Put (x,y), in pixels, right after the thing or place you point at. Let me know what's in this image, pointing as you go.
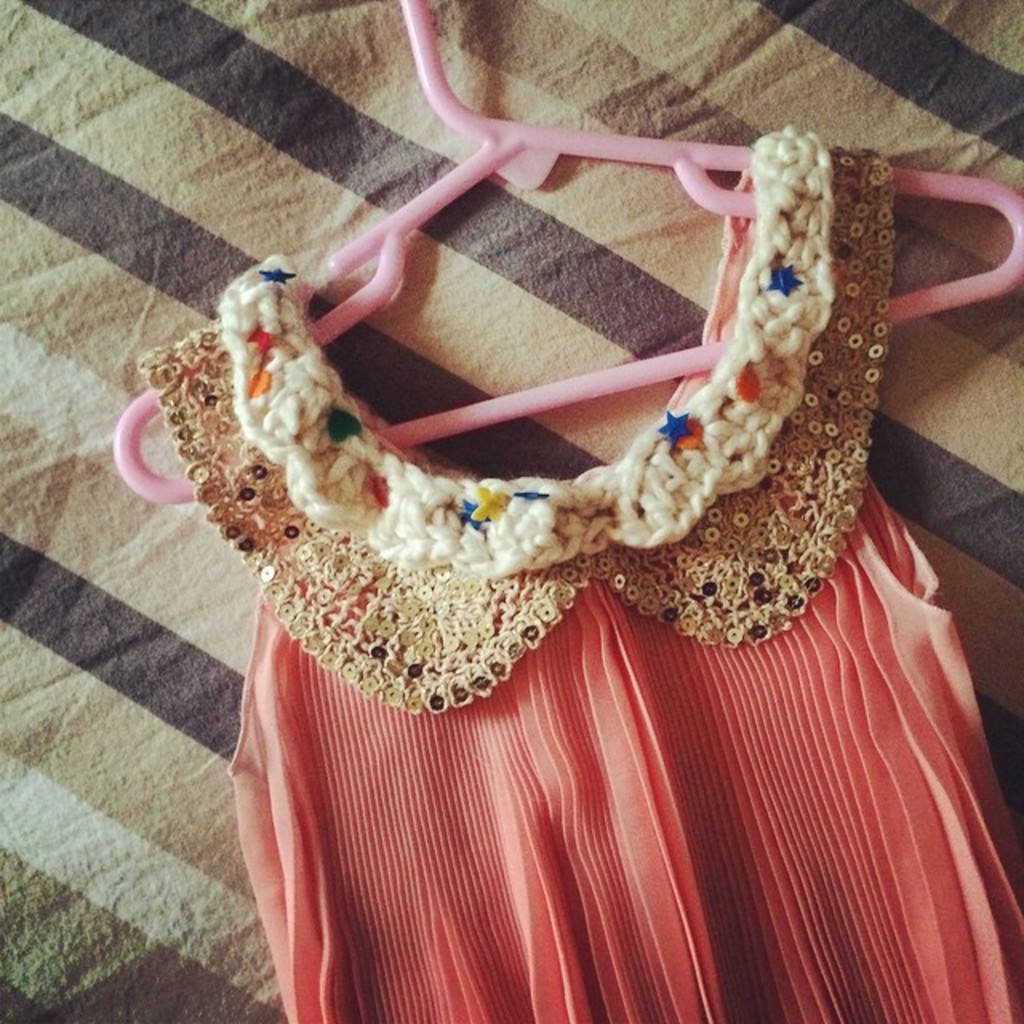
In the picture we can see a dress (834,950) to the hanger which is placed on the cloth (661,326).
